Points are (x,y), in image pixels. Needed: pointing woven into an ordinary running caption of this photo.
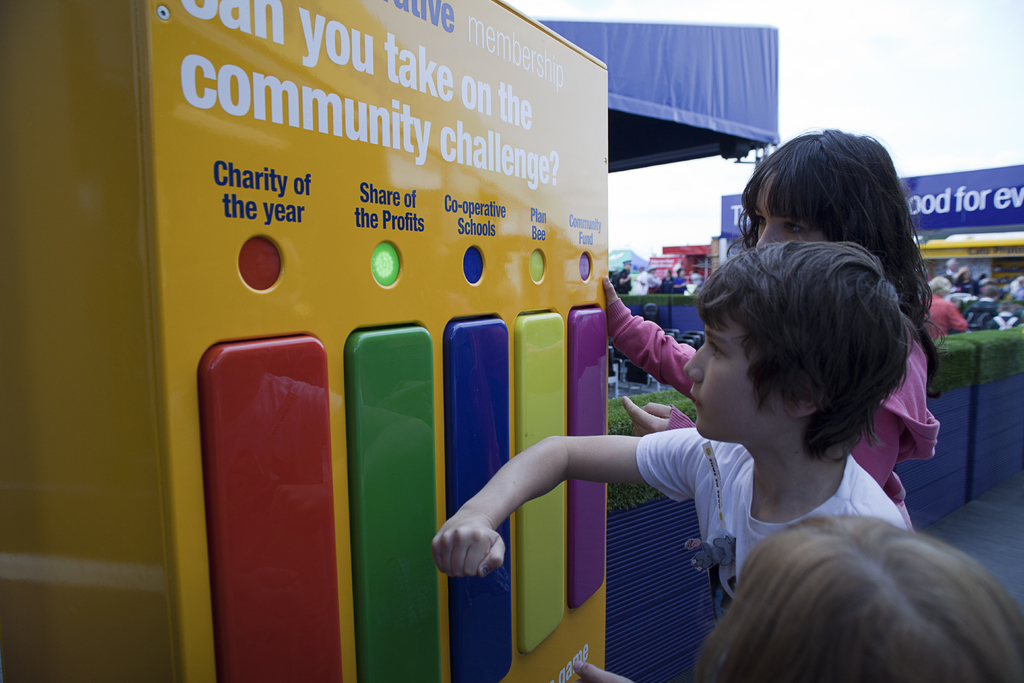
In this image in the center (651,365) there are persons (825,466) standing. On the left side (331,319) there is a machine (458,309) which is yellow in colour and there are some text (274,196) written on it. In the background (671,117) there is a tent (701,95) which is blue in colour and there is a banner (939,206) with some text (965,207) written on it and there are persons (934,303).
